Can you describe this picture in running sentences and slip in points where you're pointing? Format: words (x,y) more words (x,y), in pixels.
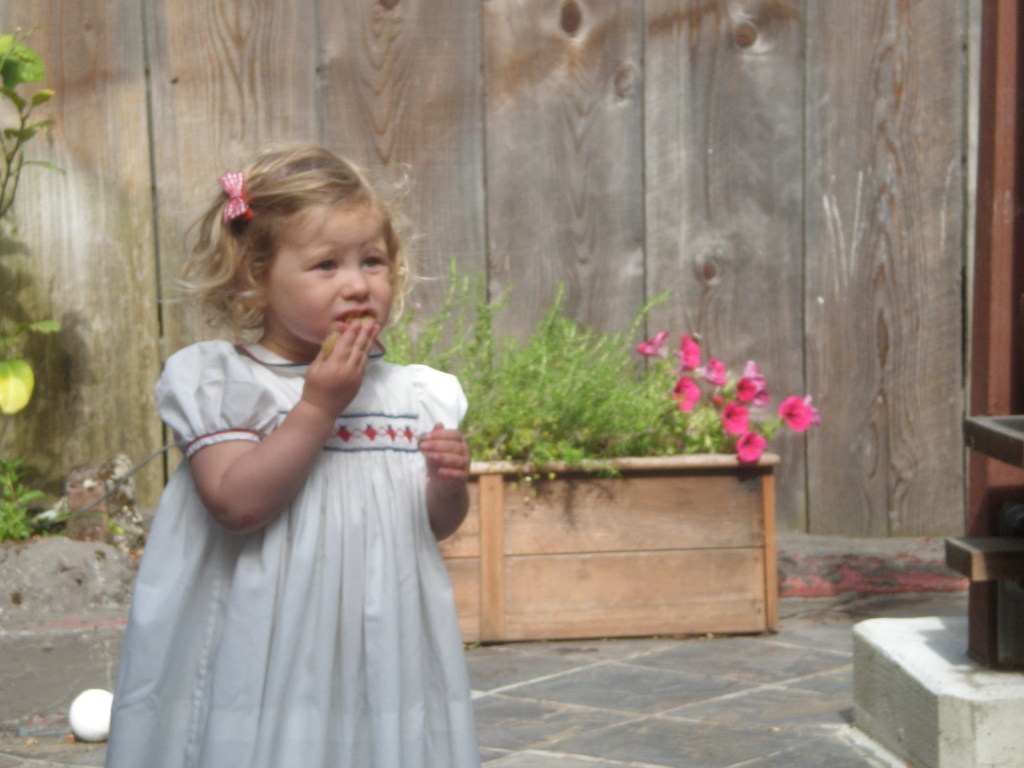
In this picture there is a kid (358,552) wearing white dress (342,593) and there are few plants (591,398) placed in a wooden object (549,519) behind her and there is a white ball (92,716) in the left corner (92,697) and there is a wooden fence (464,82) in the background (513,83).
